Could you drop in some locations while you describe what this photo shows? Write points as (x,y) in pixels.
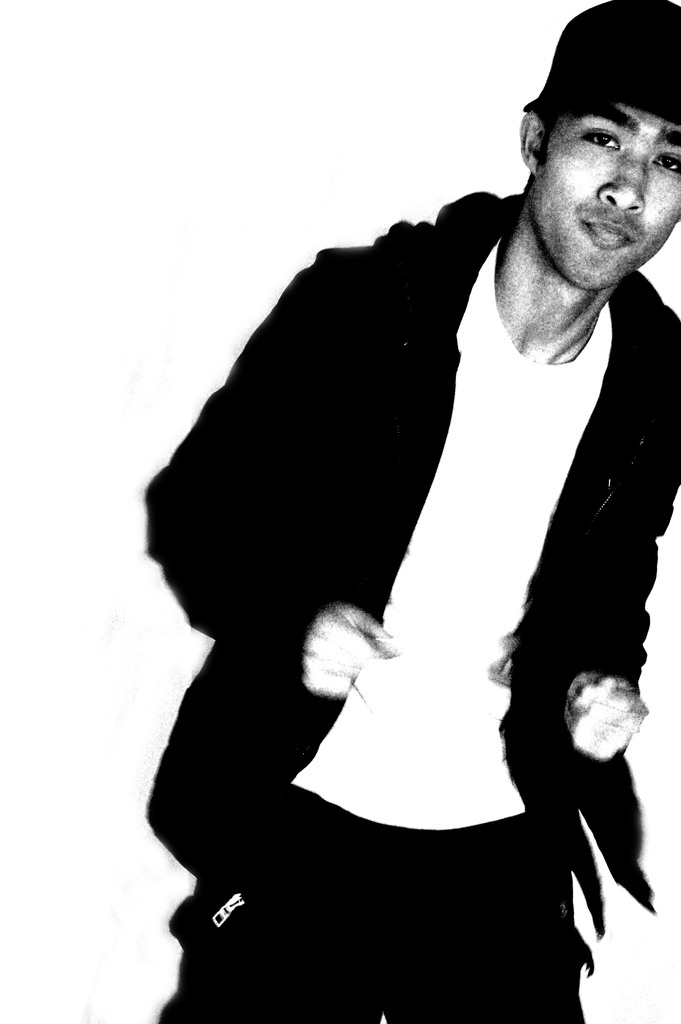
In this image we can see picture of a person (494,671) standing and a white background (200,229).
